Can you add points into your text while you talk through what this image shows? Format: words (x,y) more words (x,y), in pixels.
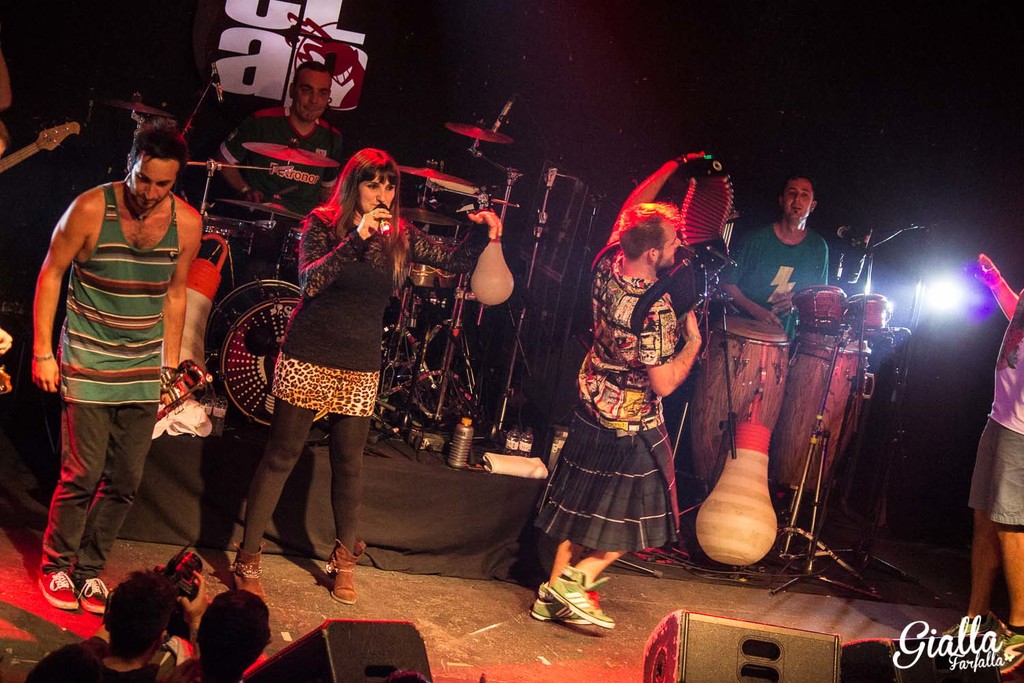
In this Image there are six person (623,315) standing on the stage (320,481). Few persons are playing the instruments (259,253) and woman (365,245) is singing. There are two person (200,625) standing on the floor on the left side (147,649) a person (148,623) is holding a camera (187,601).
